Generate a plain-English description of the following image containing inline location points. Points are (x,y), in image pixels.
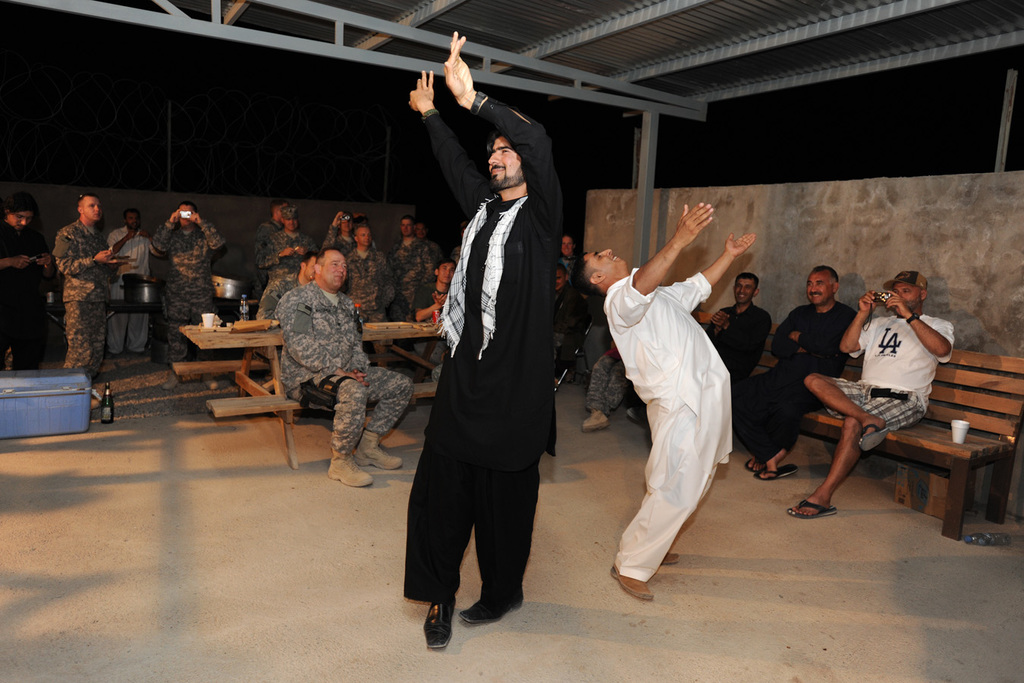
In the image we can see there are people (520,436) who are standing in the middle (647,414) and the other people (746,289) are sitting and standing and looking at the persons (462,292) who are dancing in between and the man (898,312) is holding camera (877,296) in his hand (860,302).
